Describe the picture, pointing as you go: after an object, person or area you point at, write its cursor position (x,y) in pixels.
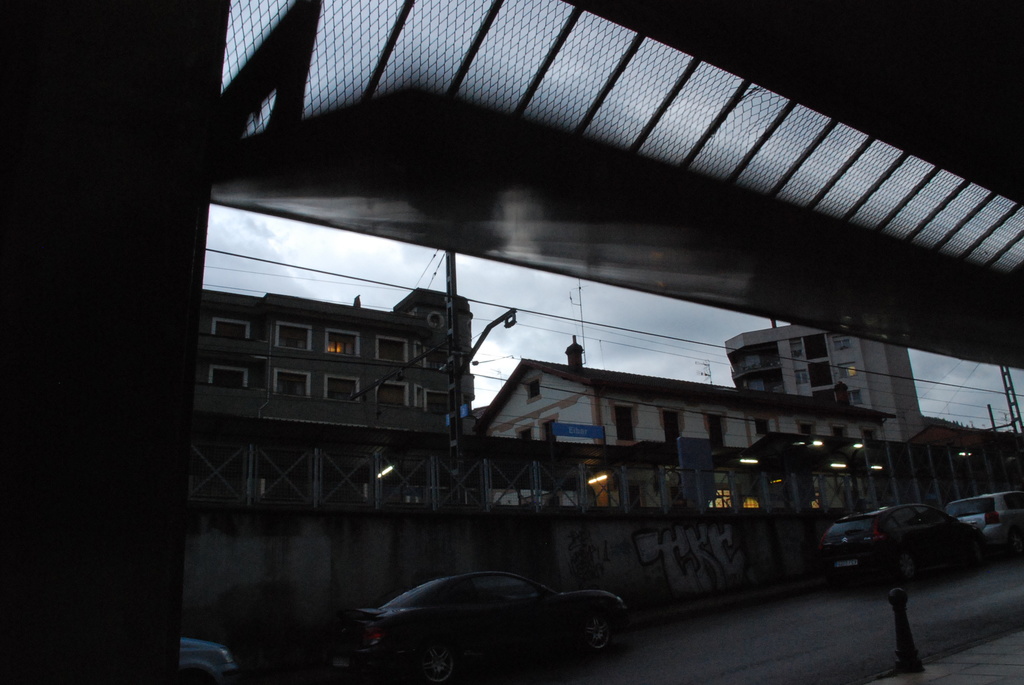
In this image I can see the bridge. To the side of the bridge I can see the vehicles (507,584) on the road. In the background (599,486) I can see the fence (535,509), many buildings (419,424), lights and the sky (536,319).
